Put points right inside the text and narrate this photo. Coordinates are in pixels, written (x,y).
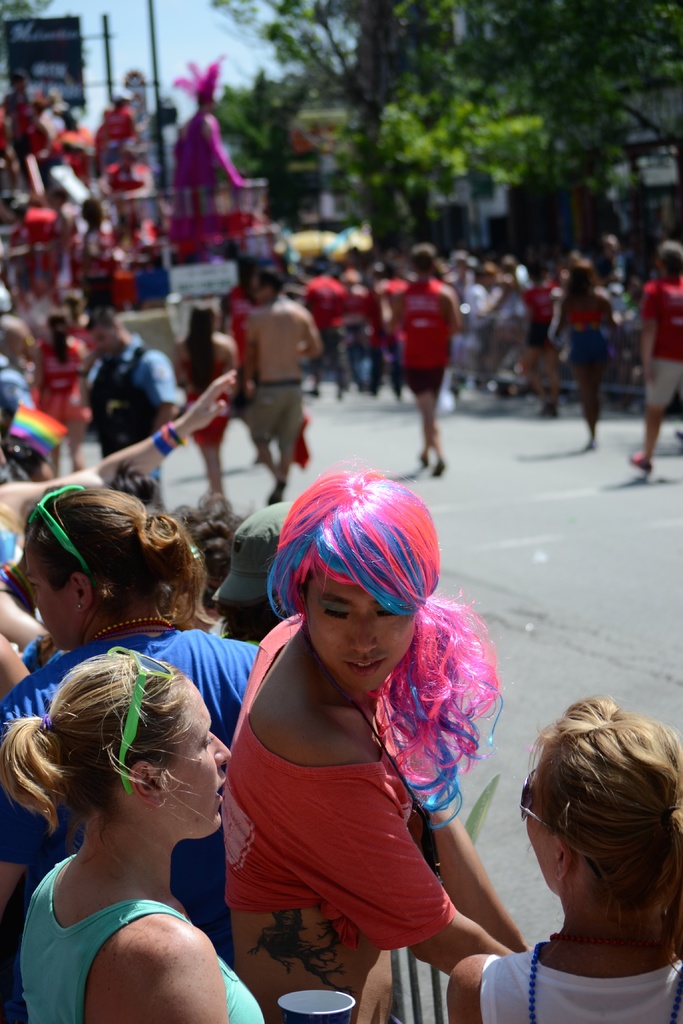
In this picture we can see a group of people (528,278) and some people (535,320) on the road (485,441), trees (419,160), poles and some objects (254,253) and in the background (256,72) we can see the sky (176,38).
